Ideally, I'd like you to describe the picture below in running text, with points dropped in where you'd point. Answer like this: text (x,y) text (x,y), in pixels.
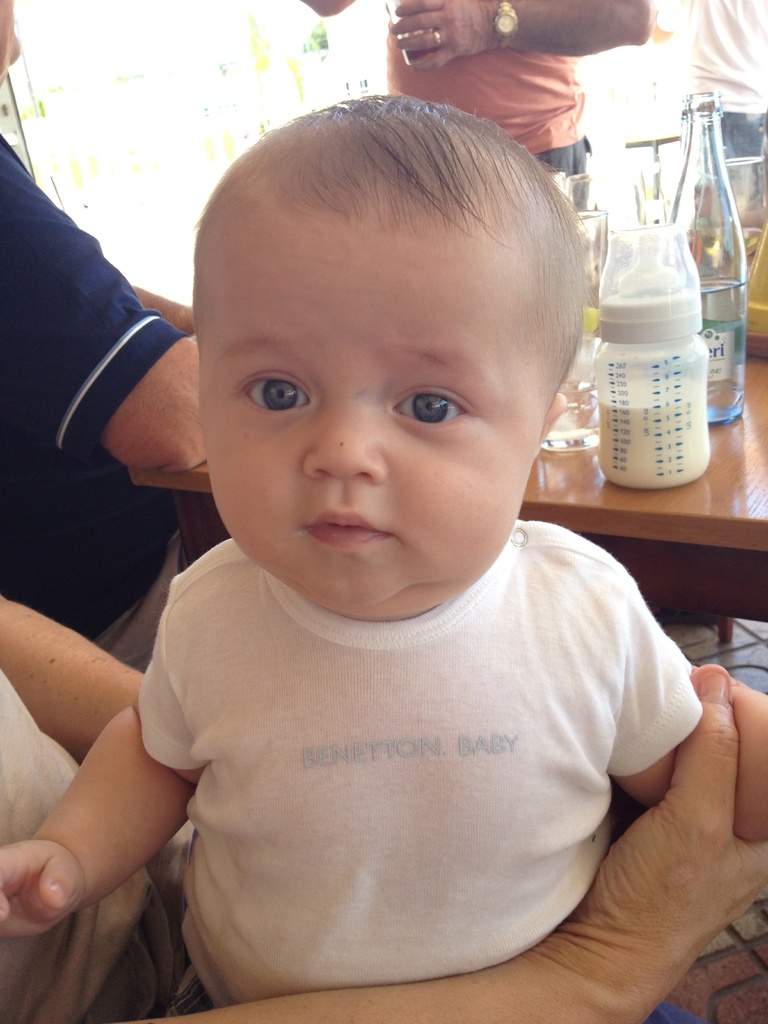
In this image I can see few people (541,657). Here on this table (722,554) I can see a glass bottle (716,356) and a milk bottle (606,394).
